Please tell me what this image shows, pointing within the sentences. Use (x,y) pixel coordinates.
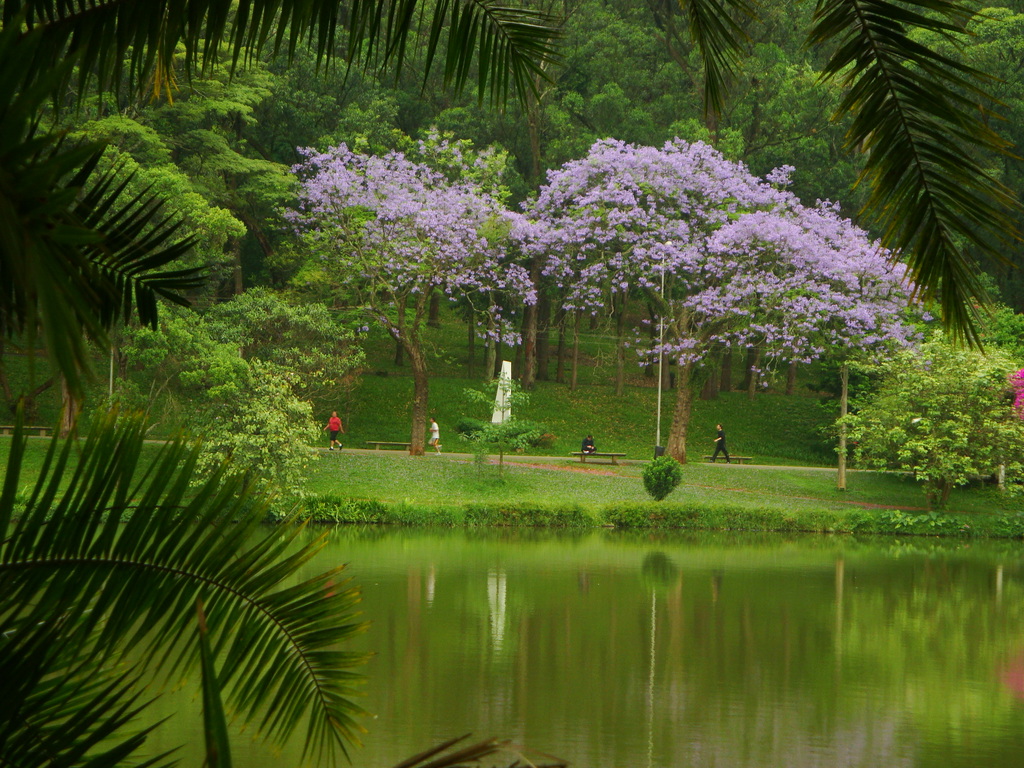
This image consists of many trees (329,307). In the front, we can see flowers (384,263) in purple color. At the bottom (508,633), there is water (466,580). In the front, there are four persons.
